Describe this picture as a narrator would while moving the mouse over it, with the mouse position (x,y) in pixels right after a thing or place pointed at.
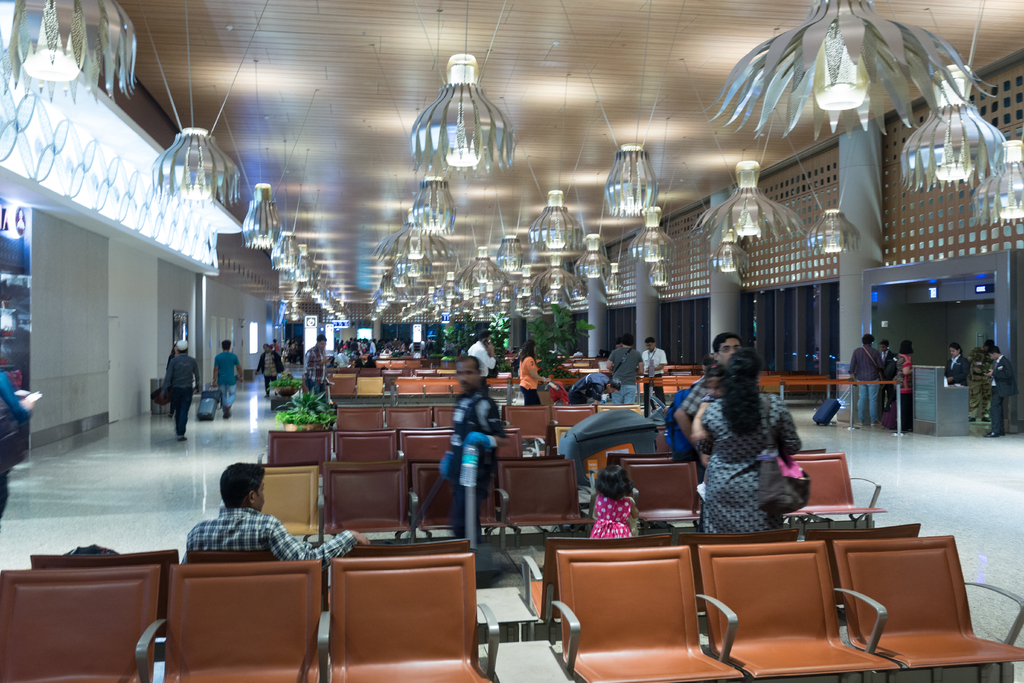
In the picture I can see people (458,497) are standing on the ground (531,546). I can also see some of them are sitting on chairs (668,490). In the background (460,174) I can see walls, chandeliers (435,288), pillars (199,356), chairs (449,519), ceiling (491,232) and some other object (315,323) on the floor (246,443).
